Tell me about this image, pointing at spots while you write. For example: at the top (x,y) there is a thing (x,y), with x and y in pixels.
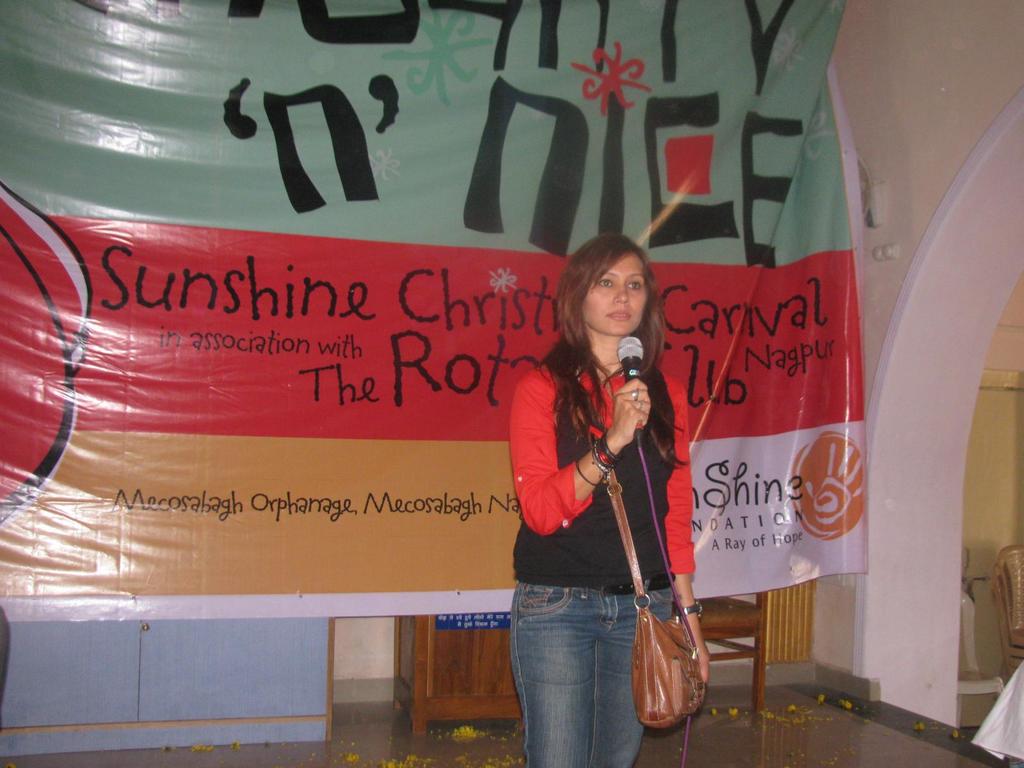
There is a woman (561,733) holding a mike (628,387) with hand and she wore a bag (642,633). There are chairs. In the background (212,735) we can see a banner (387,246), cupboard (420,628), and wall (919,99).
